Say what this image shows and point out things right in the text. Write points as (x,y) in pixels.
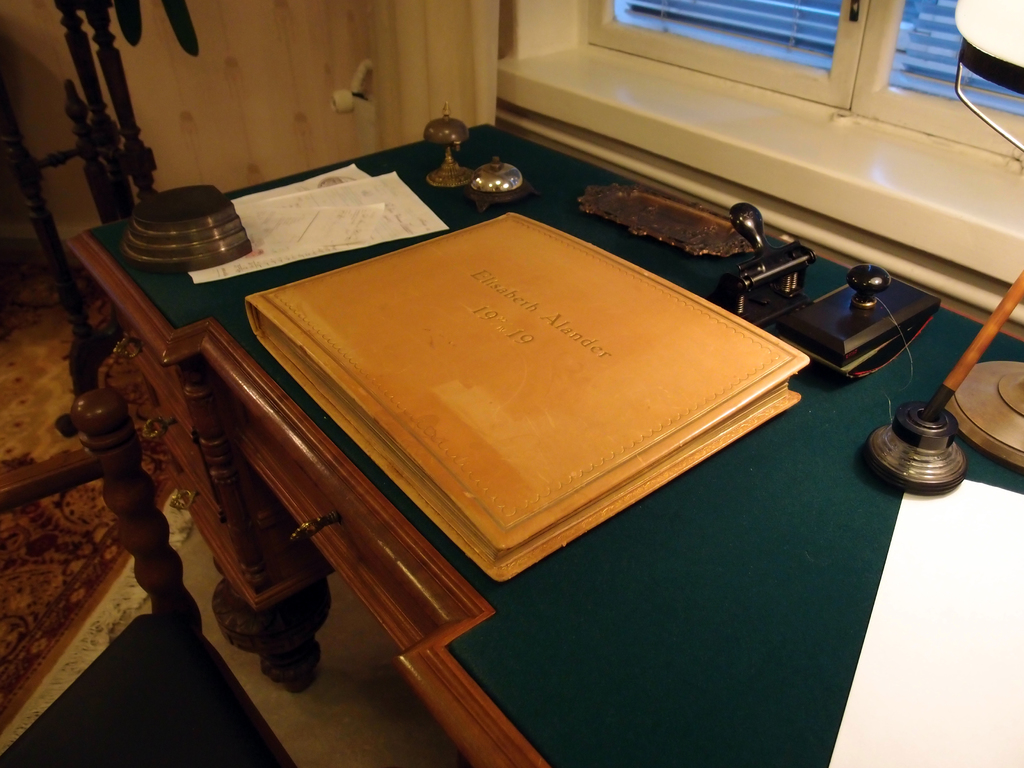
In this picture is a table (583,709) with the file (575,471) on it and in the background (717,23) there is a window (963,109).
